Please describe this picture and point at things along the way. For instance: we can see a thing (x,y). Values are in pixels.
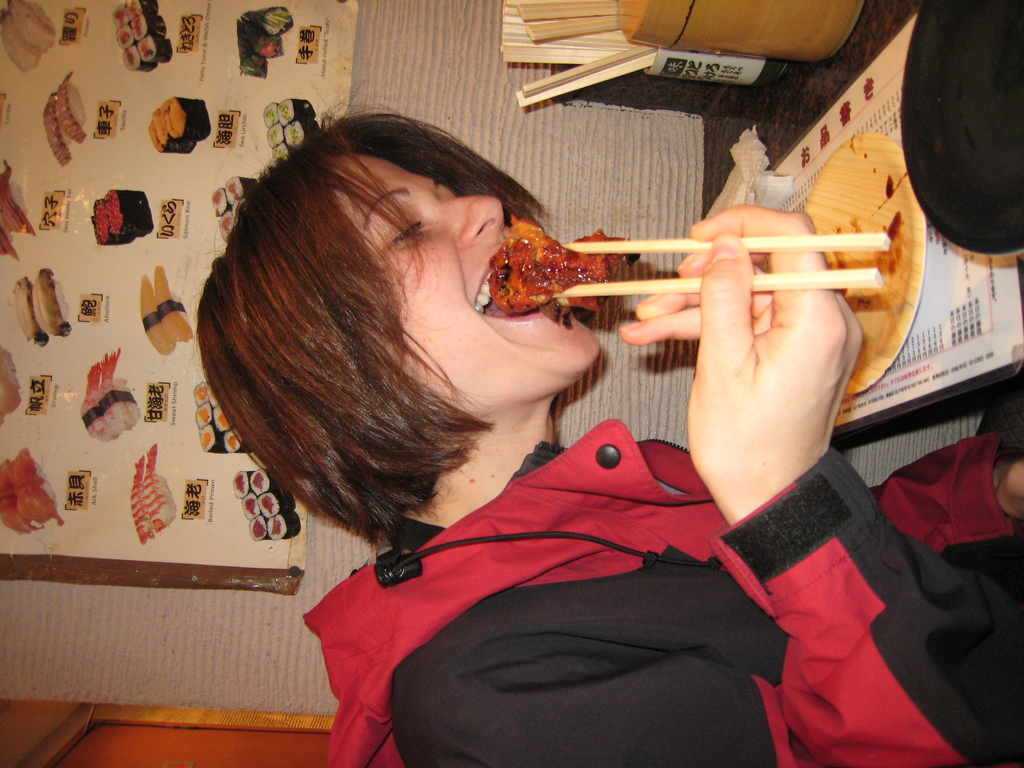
In this image we can see a person (522,455) eating food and there is a table (784,96) in front of her and on the table (805,76), we can see a plate (875,251), chopsticks (532,10) and some other objects (994,348). In the background (165,270), we can see the wall (107,618) with a poster (165,270) which contains the pictures (266,65) of food items (271,50).
